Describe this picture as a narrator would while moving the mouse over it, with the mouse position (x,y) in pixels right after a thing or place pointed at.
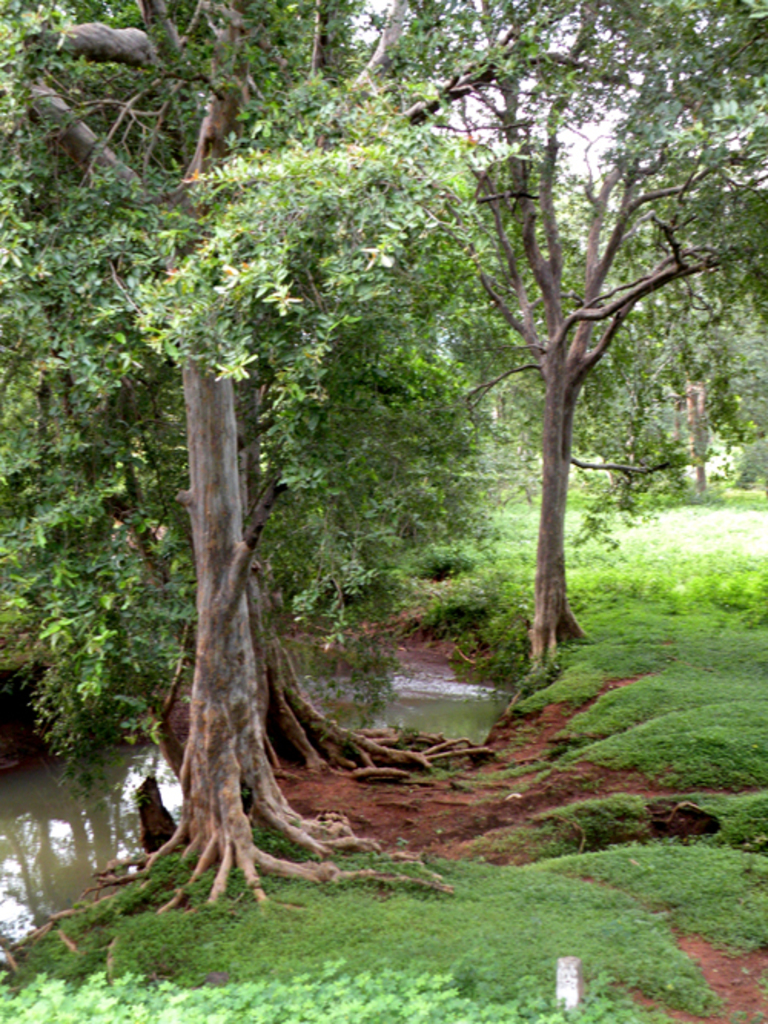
In this picture we can see water (50,912), trees (216,844), grass (93,921) and we can see sky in the background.
